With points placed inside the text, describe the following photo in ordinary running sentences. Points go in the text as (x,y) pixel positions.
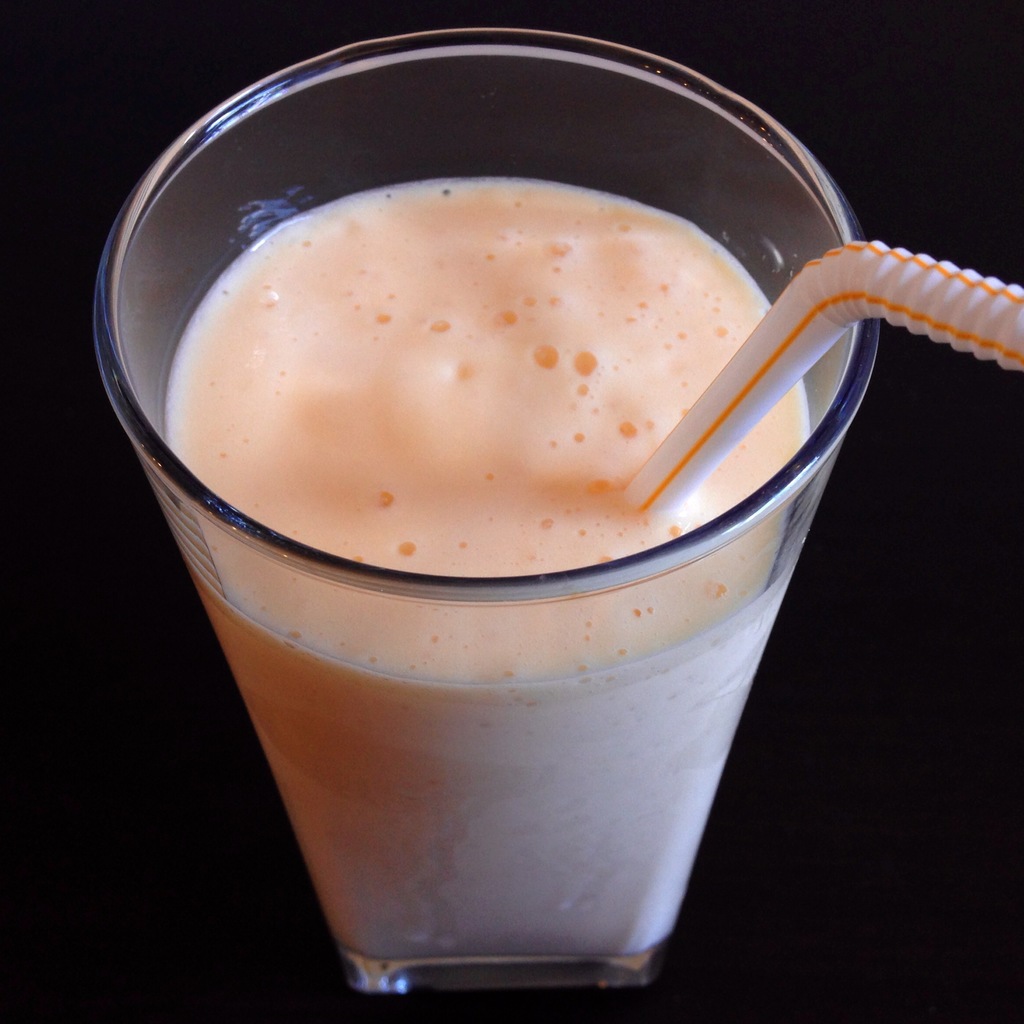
In this image, we can see a glass (591,715) with liquid (491,626) and straw (784,360). This glass (615,707) is placed on the black surface (37,976).
